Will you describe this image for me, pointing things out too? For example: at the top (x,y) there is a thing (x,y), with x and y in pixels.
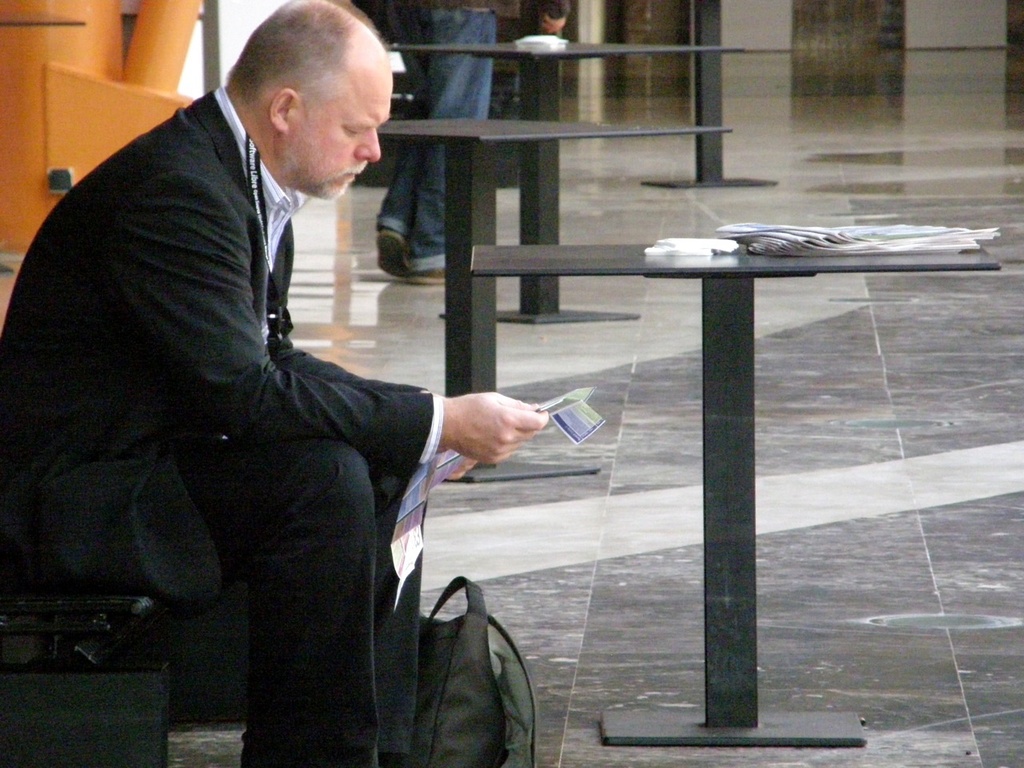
In this image there is a person (164,539) sitting on a chair (98,620) and there are tables (535,88), in the background (478,34) a man (466,38) walking, on one table (807,262) there are papers (899,245).
